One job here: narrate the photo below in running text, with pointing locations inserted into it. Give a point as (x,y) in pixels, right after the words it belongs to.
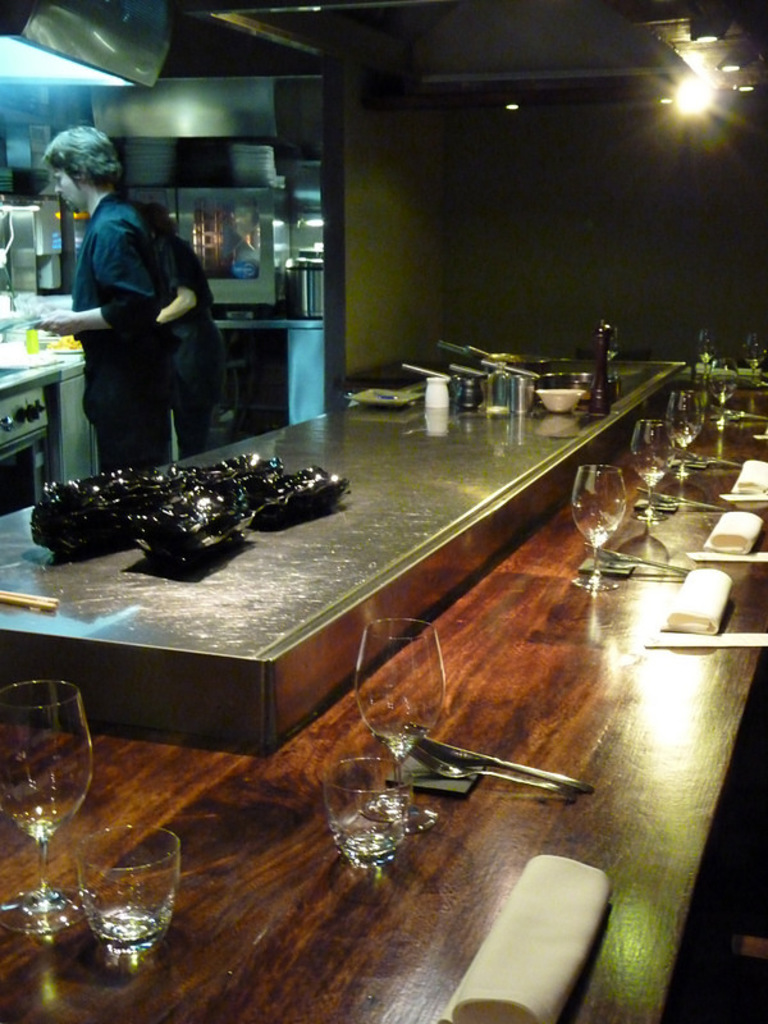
This picture shows kitchen (396,504) where we see two man (187,247) standing and we see few glasses (15,776) and fork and spoon (607,555) on the table (553,563).
